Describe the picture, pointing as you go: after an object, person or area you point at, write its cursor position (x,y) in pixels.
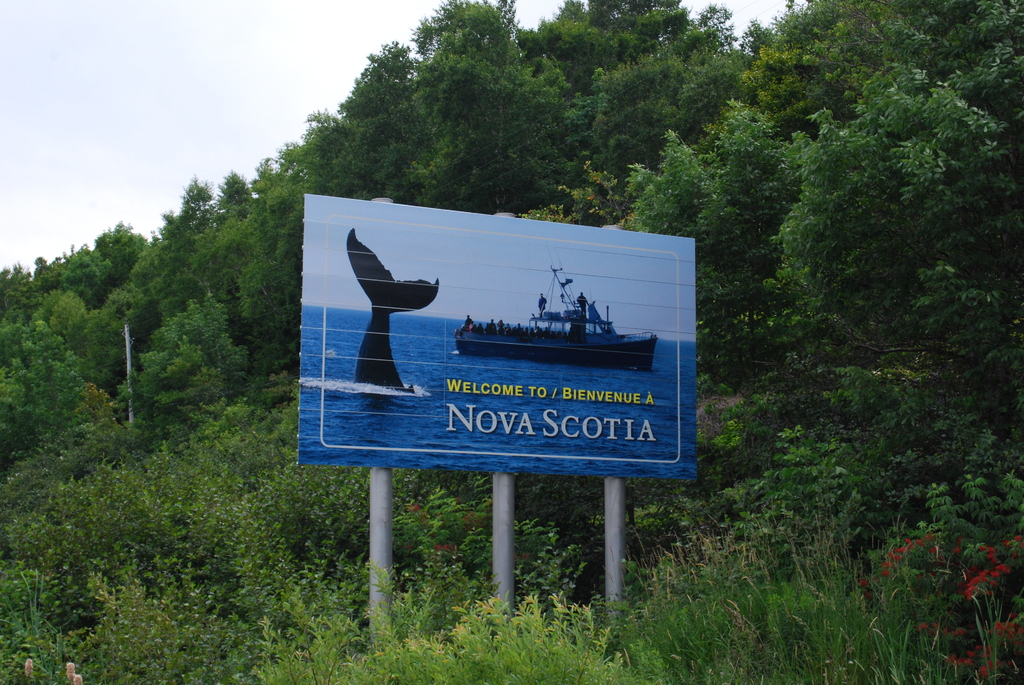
In this image I can see three metal poles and to them I can see a board (443,418). I can see few trees (482,517) which are green in color and in the background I can see the sky (288,112).
